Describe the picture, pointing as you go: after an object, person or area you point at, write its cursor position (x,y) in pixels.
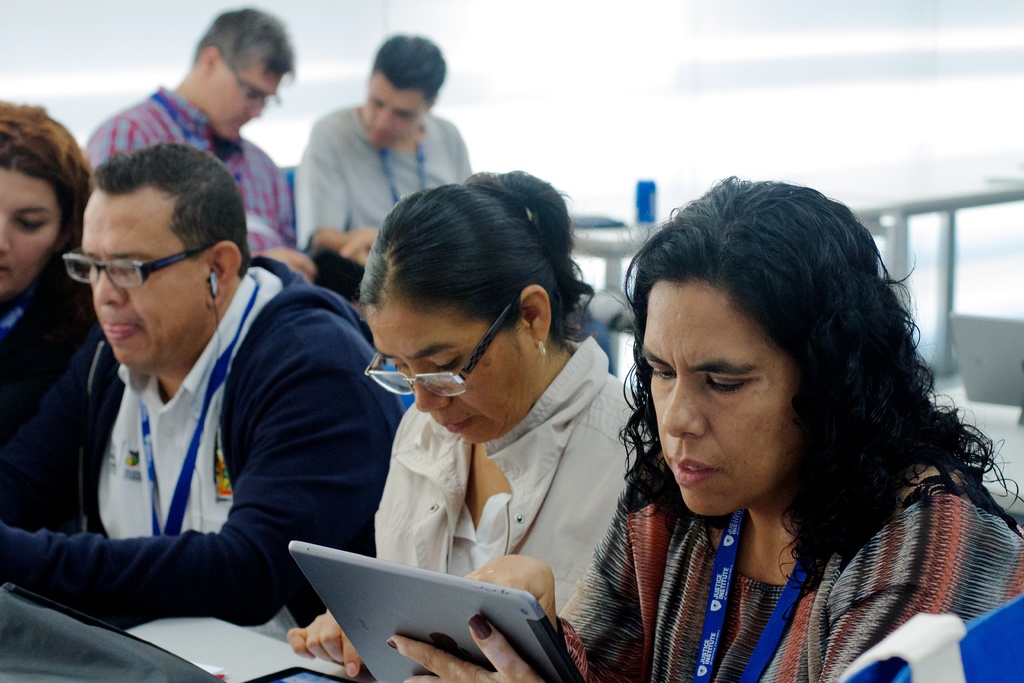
In this picture there are people (499,430) those who are sitting on the bench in series and there are other people (251,69) behind them, there is a girl (925,505) on the right side of the image (820,310), holding a tablet (398,593).
